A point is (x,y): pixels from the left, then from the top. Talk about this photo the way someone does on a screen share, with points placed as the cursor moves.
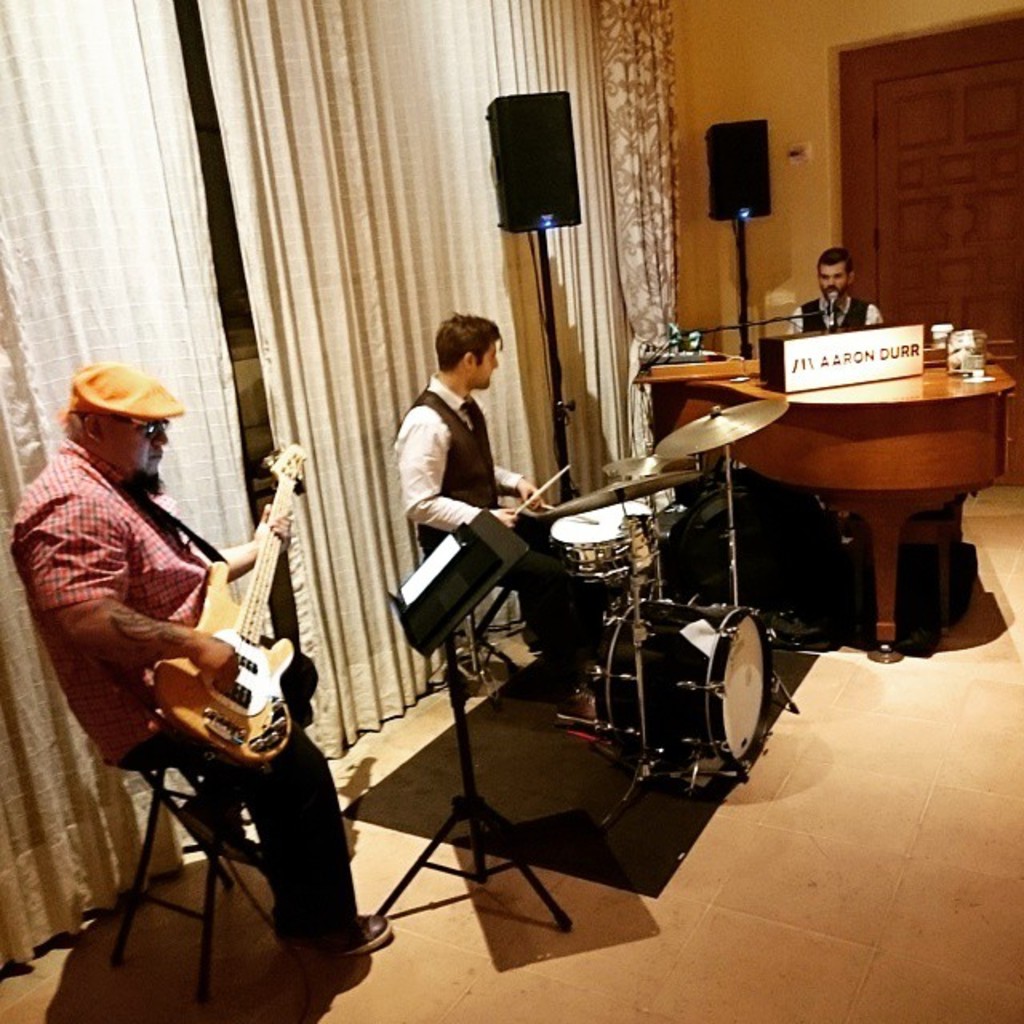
There are three people (544,551) in image. In which one man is behind keyboard (822,433) and second man (468,475) is playing his musical instrument (602,520) and third man (269,513) is playing his guitar (276,501) and he is also wearing a hat (103,395). We can also see speakers (550,216) which are in black color, on right side (935,155) we can see a door (964,160). In the background (498,235) there are curtains (348,214) which are in white color.
